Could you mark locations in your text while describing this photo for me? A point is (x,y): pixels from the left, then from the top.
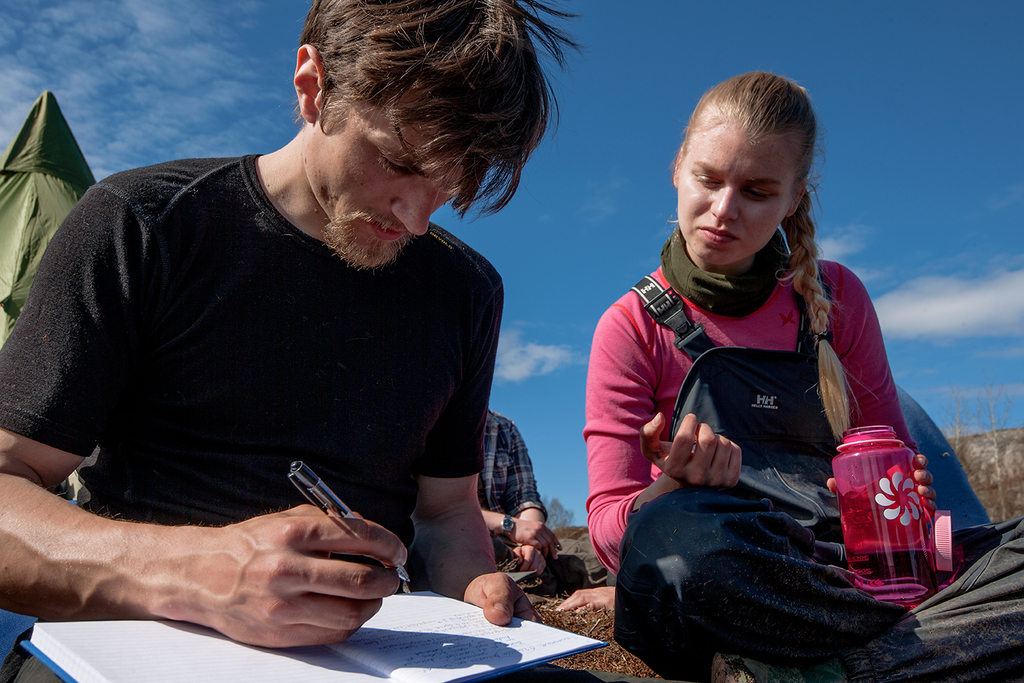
In this image I can see three persons (469,390) are sitting on the ground (499,563). In the front (460,481) I can see one of them is holding a diary (444,633), a pen (408,579) and on the right side (877,410) I can see one of them is holding a pink colour bottle (880,479). On the left side of this image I can see a green colour tent house (35,181) and in the background (868,278) I can see clouds (35,12) and the sky (42,76).
